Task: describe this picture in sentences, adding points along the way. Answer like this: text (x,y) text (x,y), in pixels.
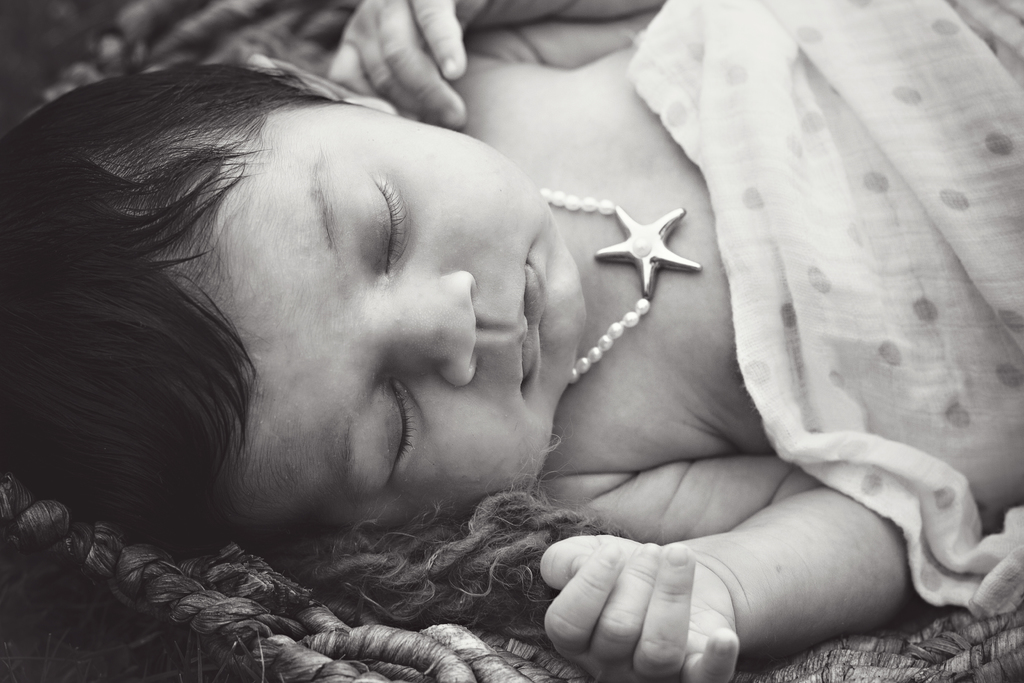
In this picture we can see a child (400,286) is lying, on the right side (902,212) there is a cloth (884,233), it is a black and white image.
